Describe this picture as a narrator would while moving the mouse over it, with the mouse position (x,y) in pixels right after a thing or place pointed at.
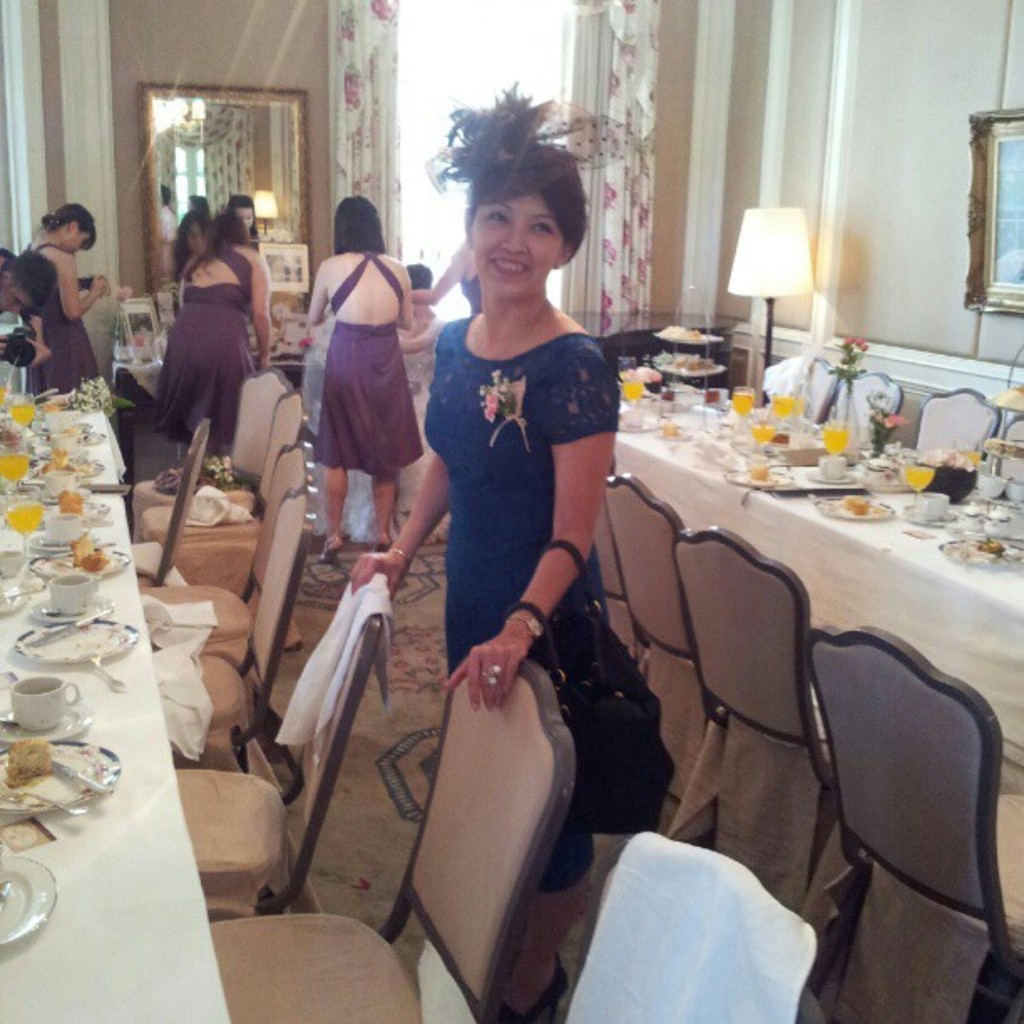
This picture is clicked inside the room (148,25). Here is dining table (113,794) on which plate (71,787), spoon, cup (37,721), saucer (54,729), knife (53,631), glass (30,537) with cool drink (26,511) is placed on it. We see many chairs (738,718) around this table (178,954). There are many people (313,322) standing on the carpet (440,617). On the right side of the picture (1014,288), we see photo frame (974,239) on the wall (960,243). Next to it, we see a lamp (770,298) and beside that we see curtain (622,246) and on background (240,180), we see mirror (272,143).
